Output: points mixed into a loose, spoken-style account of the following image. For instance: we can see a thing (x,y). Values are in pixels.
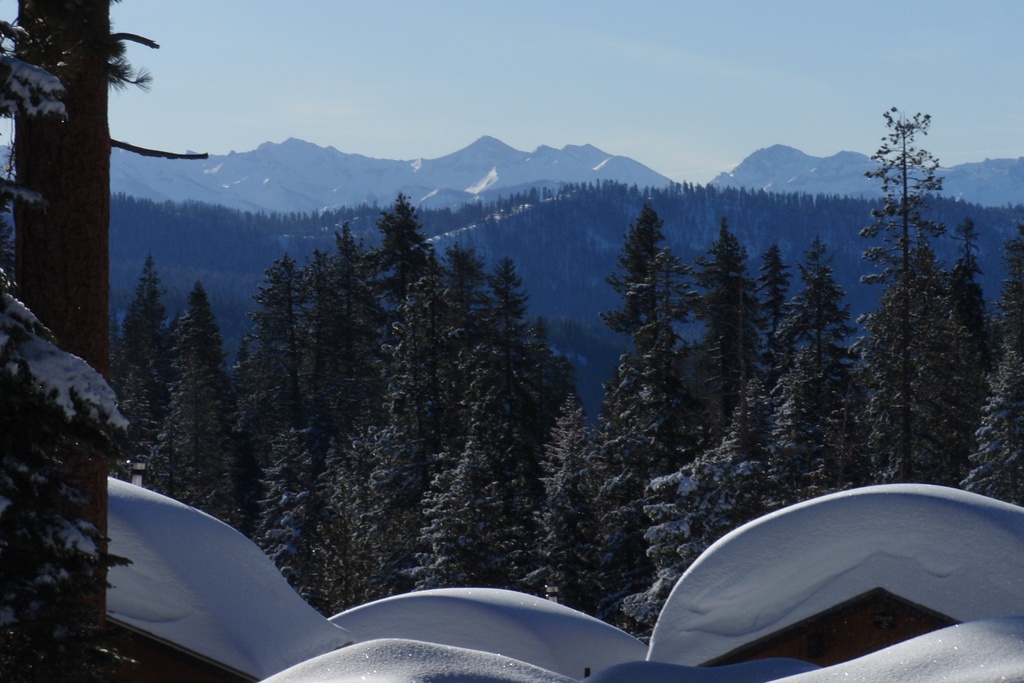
In this image at the bottom (741,608) there are some objects (300,611), and in the center (501,375) there are some trees (948,345). And in the background (929,200) there are trees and mountains (270,204), and on the left side (69,221) there are trees (60,447). At the top (361,47) there is sky (559,69).
